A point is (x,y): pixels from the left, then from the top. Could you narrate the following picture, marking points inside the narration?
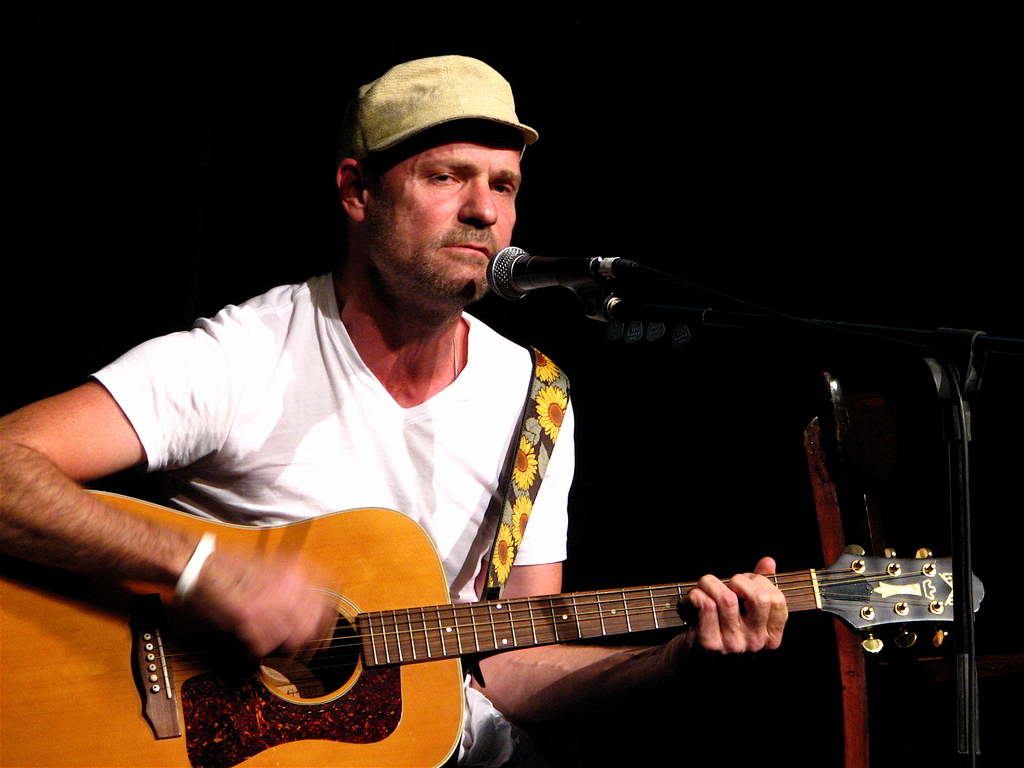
A man (530,727) sitting and playing a guitar (326,751).
